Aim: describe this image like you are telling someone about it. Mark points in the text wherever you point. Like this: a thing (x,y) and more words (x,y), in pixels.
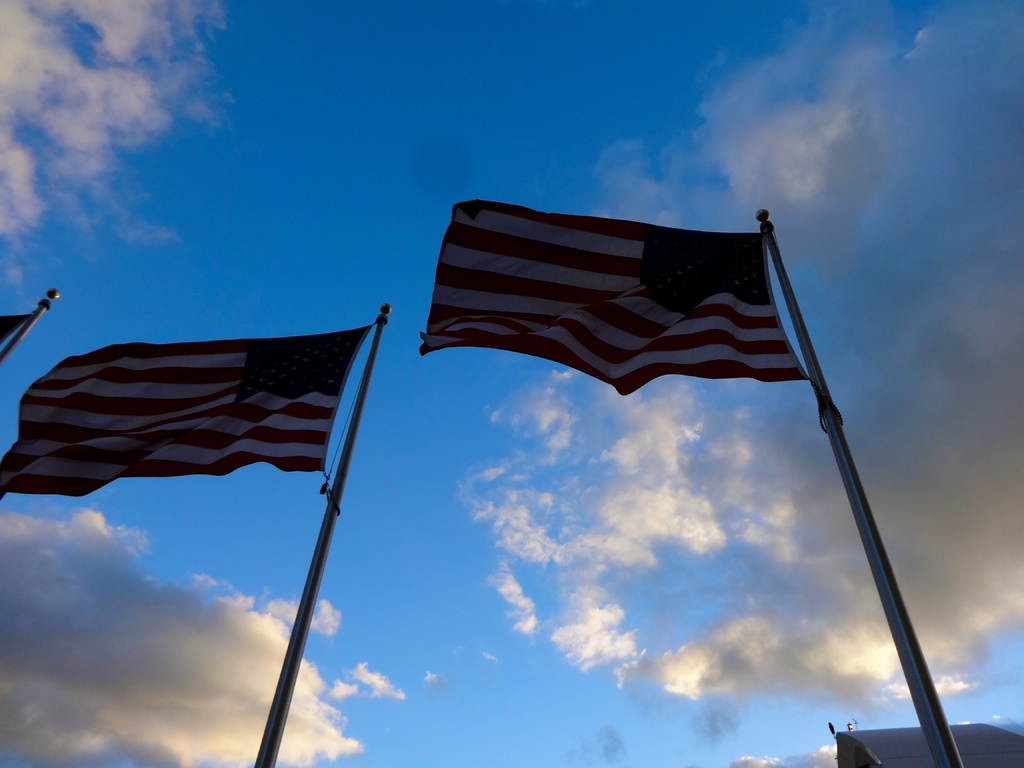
In this image we can see flags (733,365) and poles (823,388). In the background of the image (672,448) there is the sky (733,422). On the right side of the image (859,753) there is an object (1003,750).
